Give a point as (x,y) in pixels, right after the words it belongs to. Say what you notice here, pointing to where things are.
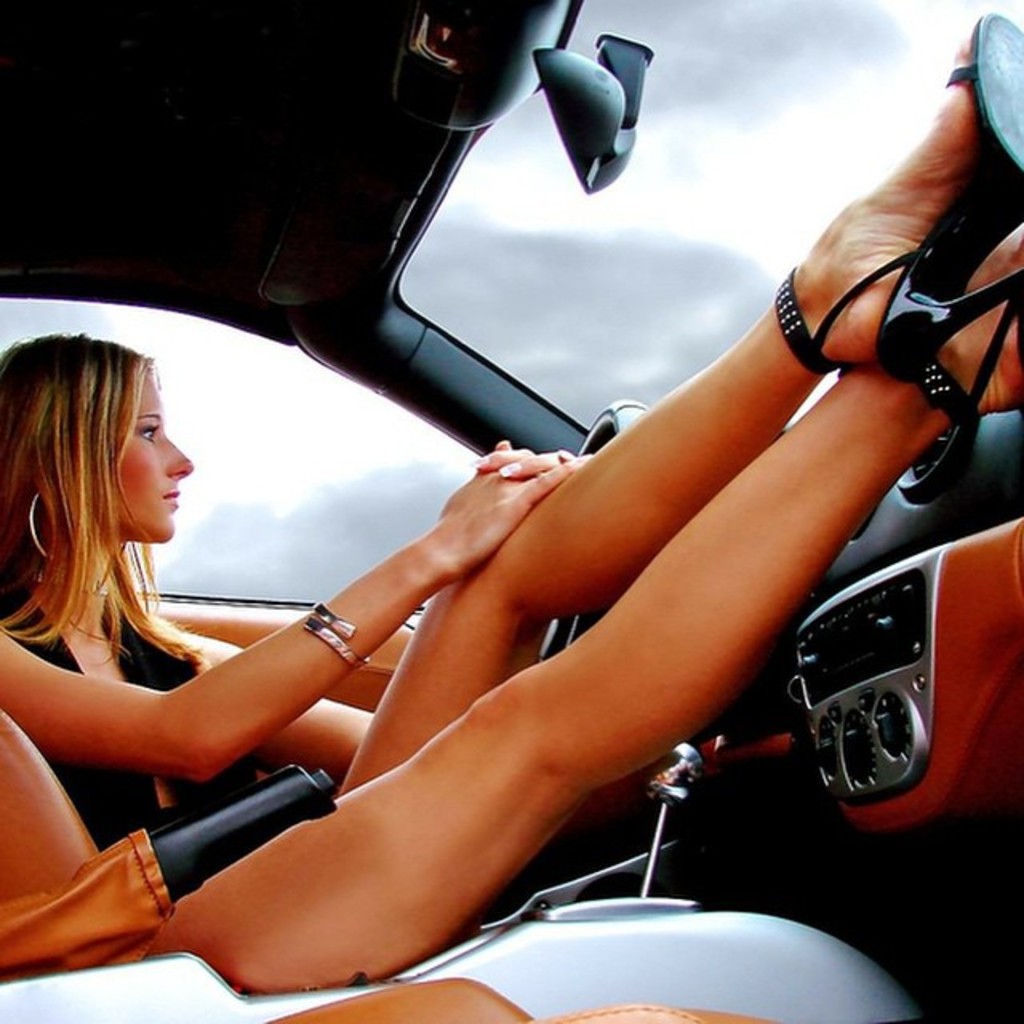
In this image there is a lady (54,556) sitting on the seat (16,743) of a car (533,959) and placed her legs (598,532) beside the steering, there is a mirror (617,167) and a window (327,465) of a car (598,167), through the window (610,258) we can see there is the sky (612,210).
